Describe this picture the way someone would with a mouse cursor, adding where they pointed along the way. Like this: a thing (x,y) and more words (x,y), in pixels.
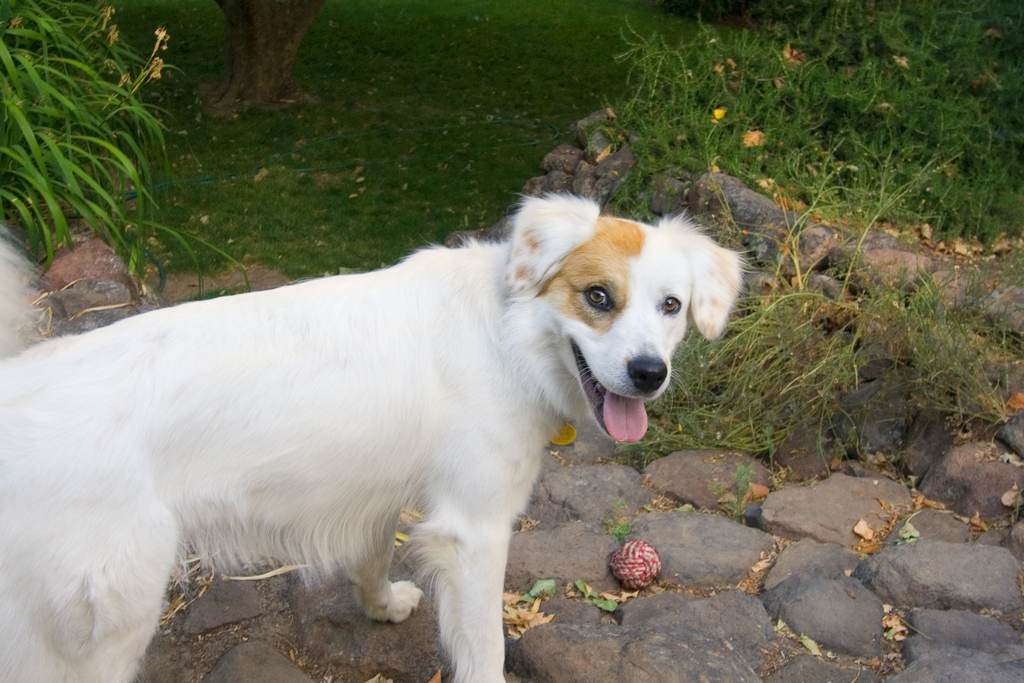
In the image we can see there is dog (444,422) standing on the ground (423,658) and there are rocks (423,658) on the ground (401,649). There is a ball (641,557) kept on the ground (601,577). Behind there is a ground (460,90) covered with grass (502,70) and there are plants (971,109) on the ground (376,95).
